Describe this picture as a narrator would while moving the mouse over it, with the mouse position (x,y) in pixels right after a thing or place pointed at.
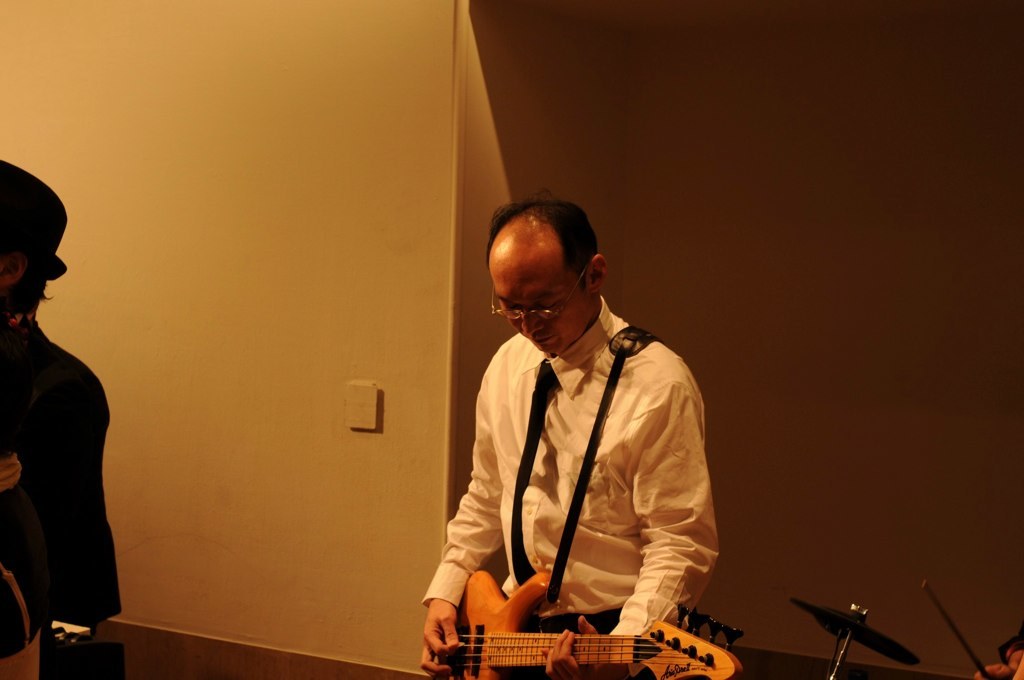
This image is taken inside a room (696,626). There are two persons (499,475) in this image. In the left side of the image (65,566) a man (15,390) is standing. In the middle of the image (681,400) a man (622,596) is standing holding a guitar (538,646) in his hands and playing a music. At the background (25,61) there is a wall (276,383).
